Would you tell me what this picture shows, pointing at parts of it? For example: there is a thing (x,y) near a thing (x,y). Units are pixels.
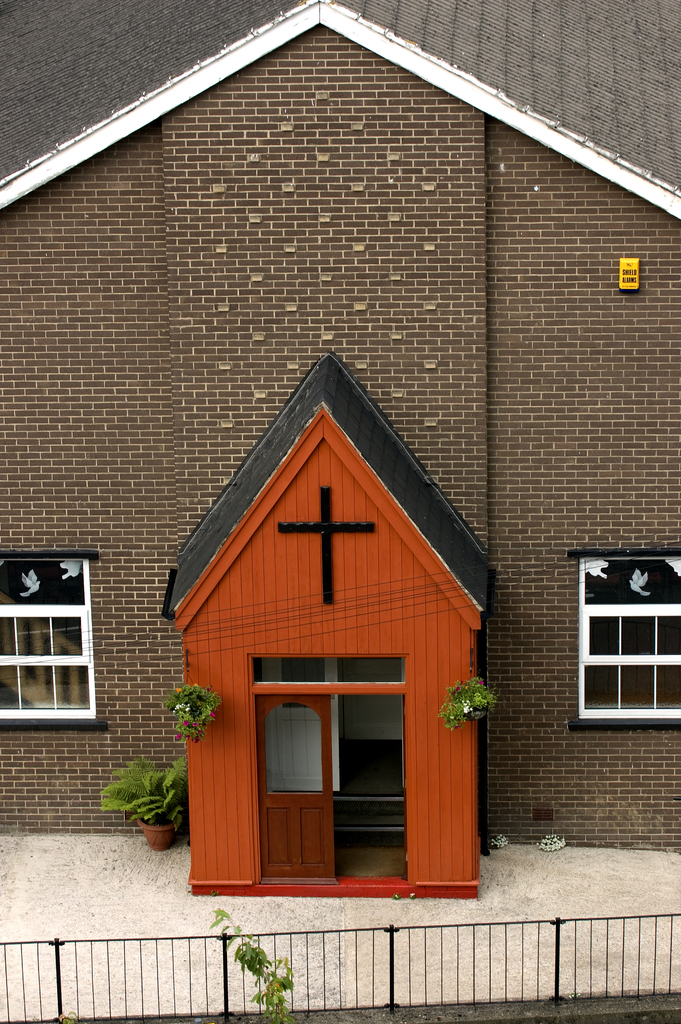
In this picture we can see a house (272,194), windows (644,645), roof top (613,79), door (280,819). We can see the plants (484,691), pot (145,825) and we can see yellow object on the wall (570,808). At the bottom portion of the picture (23,965) we can see the railing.
